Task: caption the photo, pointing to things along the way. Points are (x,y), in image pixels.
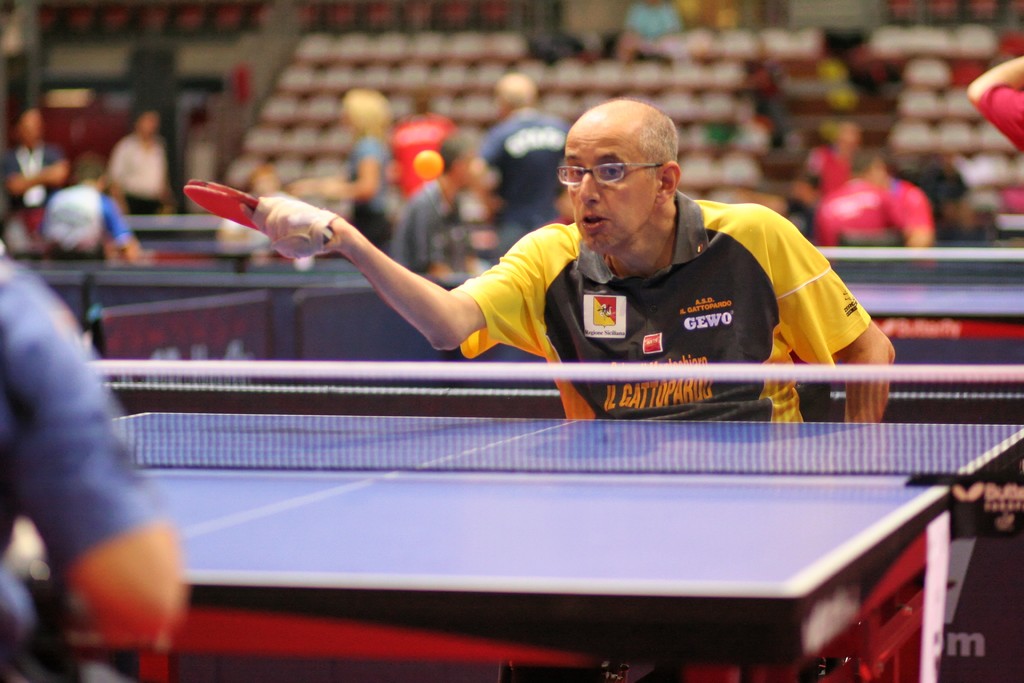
A man (491,297) is dressed in black and yellow is playing table tennis and his hand (306,239) is tied to the racket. In the background (256,147) we observe many unoccupied chairs (631,83) and few people (414,177) spectating the game. There is also an opponent (124,527) who is opposite to this guy (588,277).
